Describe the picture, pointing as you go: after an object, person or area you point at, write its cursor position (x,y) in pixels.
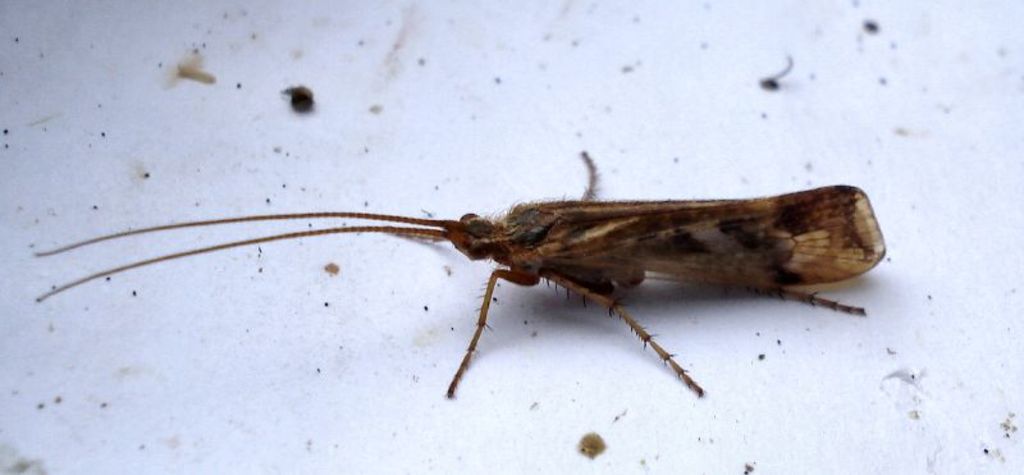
In this picture we can observe an insect (505,264). This insect (547,269) is in brown color. This insect (482,239) is on the white color surface (250,298).
